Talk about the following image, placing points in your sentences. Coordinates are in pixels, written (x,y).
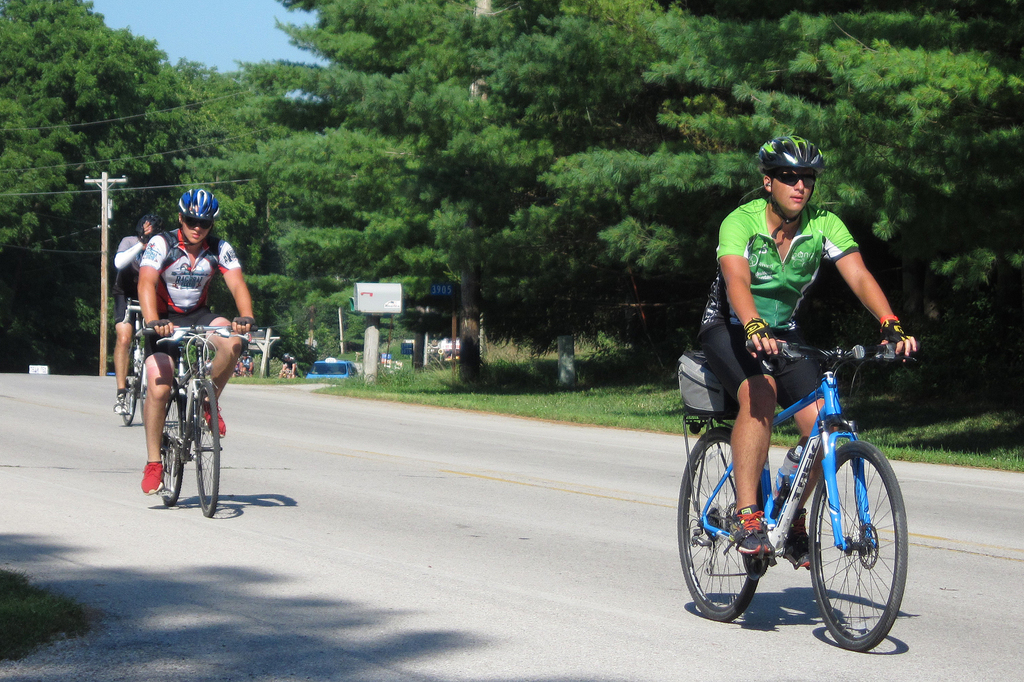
In this image, there are a few people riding bicycles (899,507). We can see the ground (362,678) with some objects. There are a few trees (440,126) and poles (102,299) with wires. We can see some grass (332,380) and a blue colored object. We can see the sky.
